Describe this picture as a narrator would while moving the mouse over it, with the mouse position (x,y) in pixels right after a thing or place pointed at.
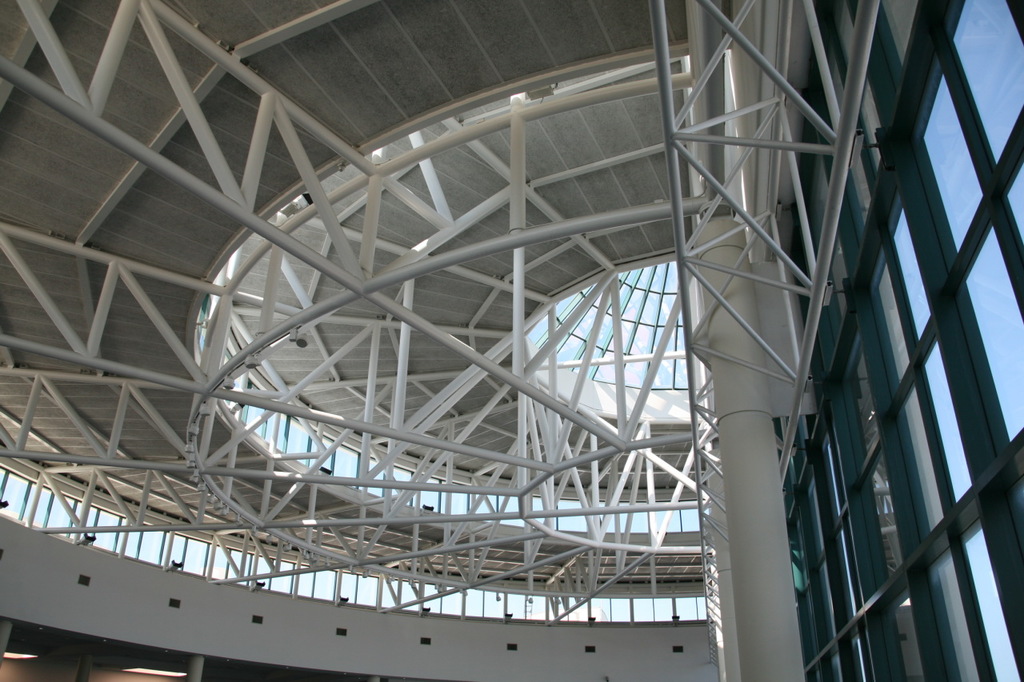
A picture inside of a building (784,634). In this picture we can see rods (182,383), roof (362,344), pillar (739,535) and glass windows (56,510). Far there are lights (143,672).
